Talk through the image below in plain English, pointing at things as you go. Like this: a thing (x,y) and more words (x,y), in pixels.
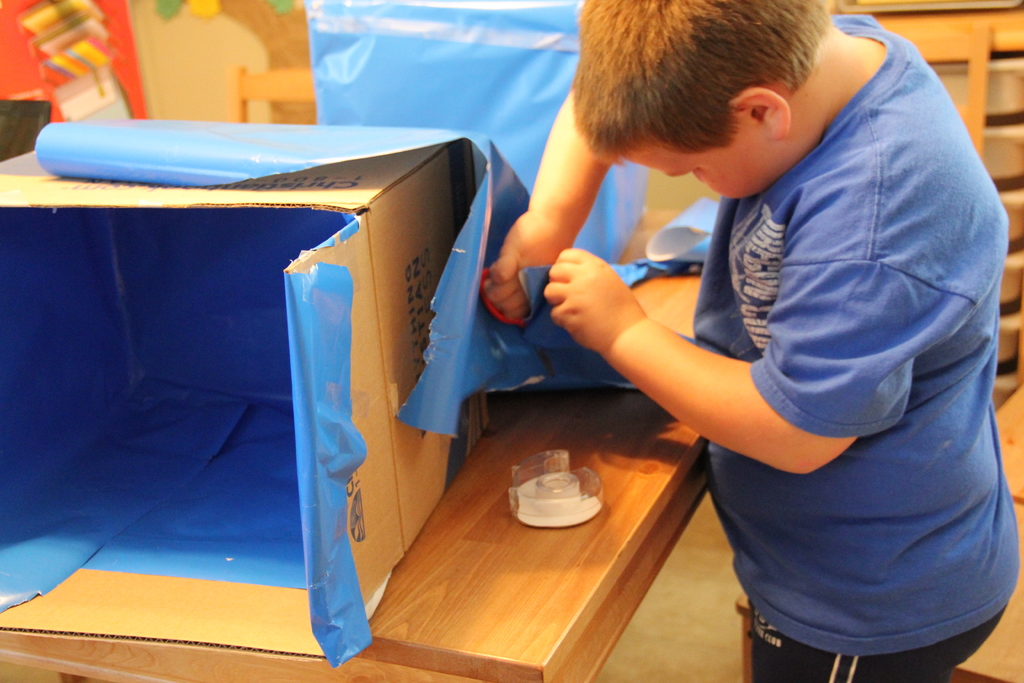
In this Image on the right (828,339) a boy (862,355) he wears blue T shirt (858,339) and trouser (784,654). In the middle (380,395) is a table (480,603) on that is a box (373,534) and paper (464,326).
